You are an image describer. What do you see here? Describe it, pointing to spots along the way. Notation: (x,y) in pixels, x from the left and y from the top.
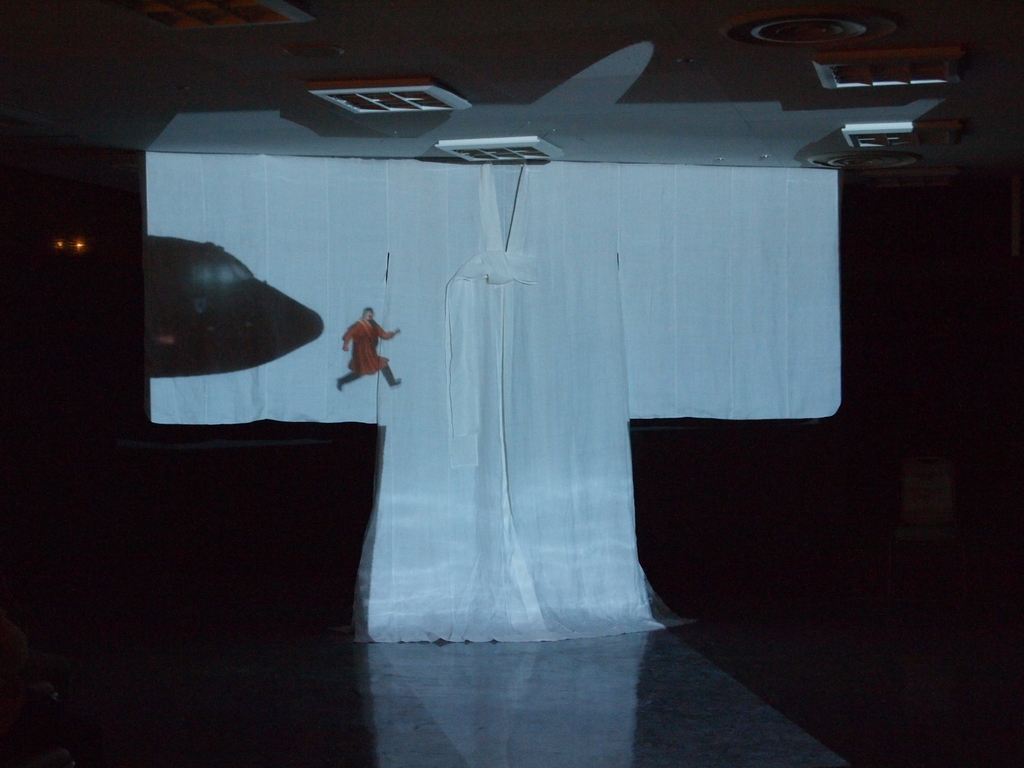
This picture seems to be clicked inside. In the center (356,327) we can see the picture (375,322) of a person (370,365) and a picture (220,265) of an object (226,278) on a white color object (596,199). At the top (633,53) there is a roof (626,48) and some other items (860,139). The background of the image (946,335) is very dark.
